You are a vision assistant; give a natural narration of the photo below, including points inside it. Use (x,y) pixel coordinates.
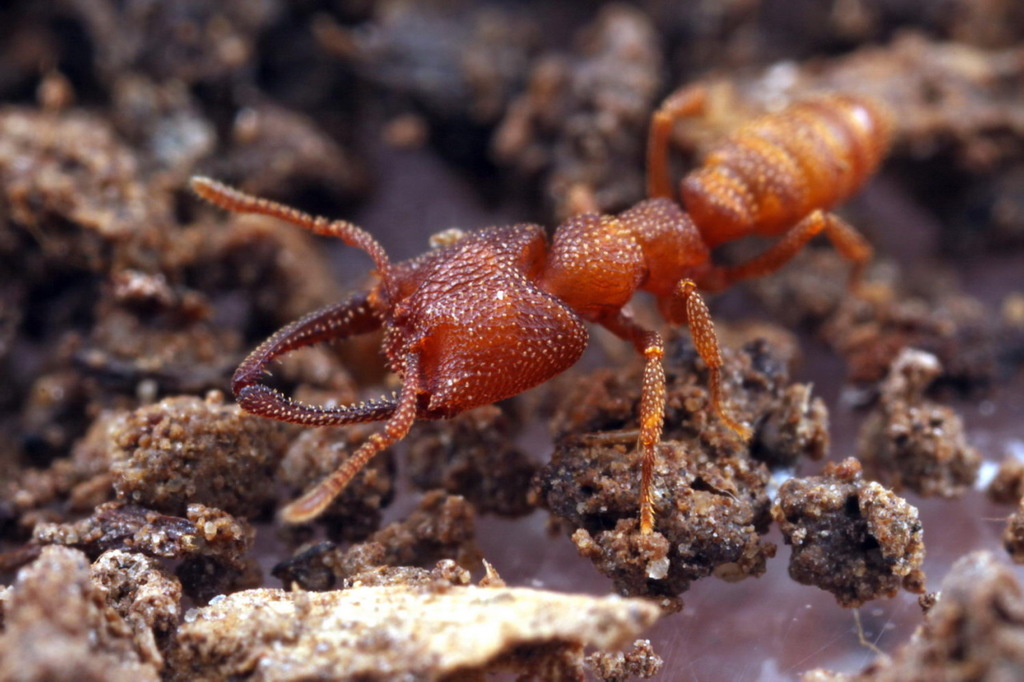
In this picture we observe a small brown insect (446,260) crawling on the mud stones (210,449).
